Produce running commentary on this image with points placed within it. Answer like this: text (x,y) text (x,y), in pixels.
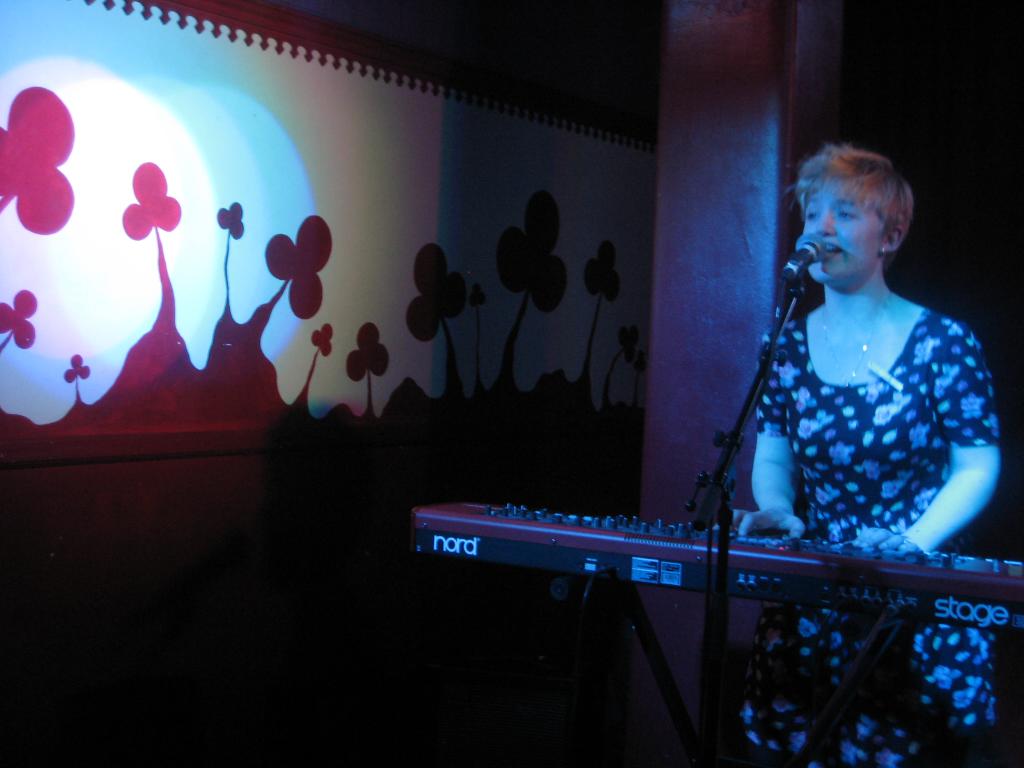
In this picture I can see there is a woman (906,448) standing and playing the piano (915,551) and there is a microphone stand (793,286) in front of her and on to left (304,128) there is a wall (368,219) with a painting (278,257).
